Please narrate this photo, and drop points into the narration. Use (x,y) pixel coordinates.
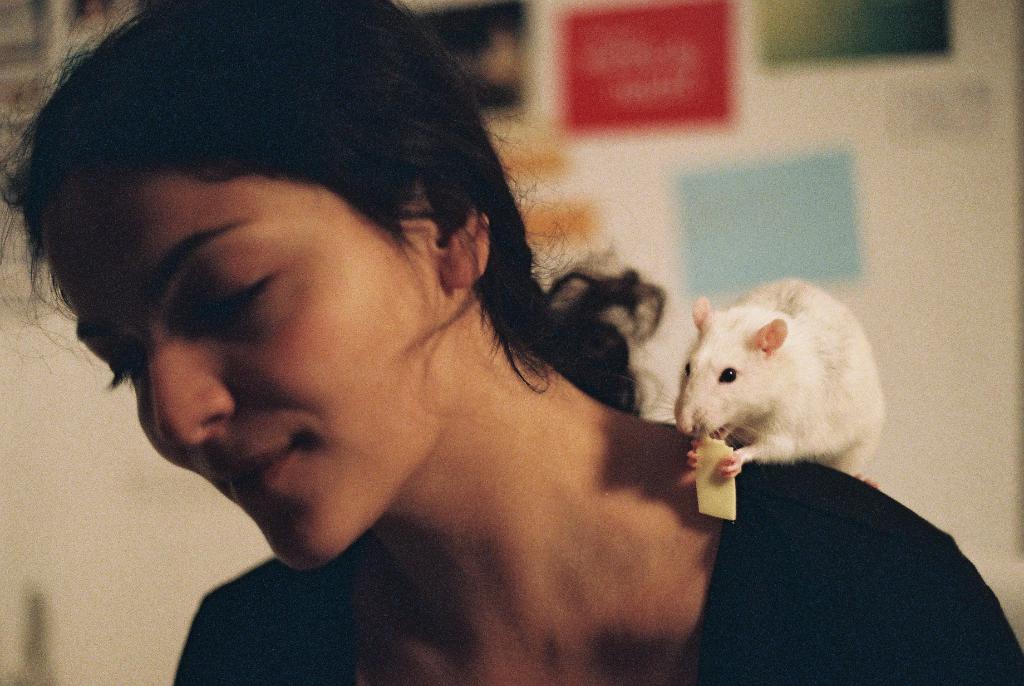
In this image I can see a woman (542,416) and an animal (850,454) on her shoulder (811,486).
